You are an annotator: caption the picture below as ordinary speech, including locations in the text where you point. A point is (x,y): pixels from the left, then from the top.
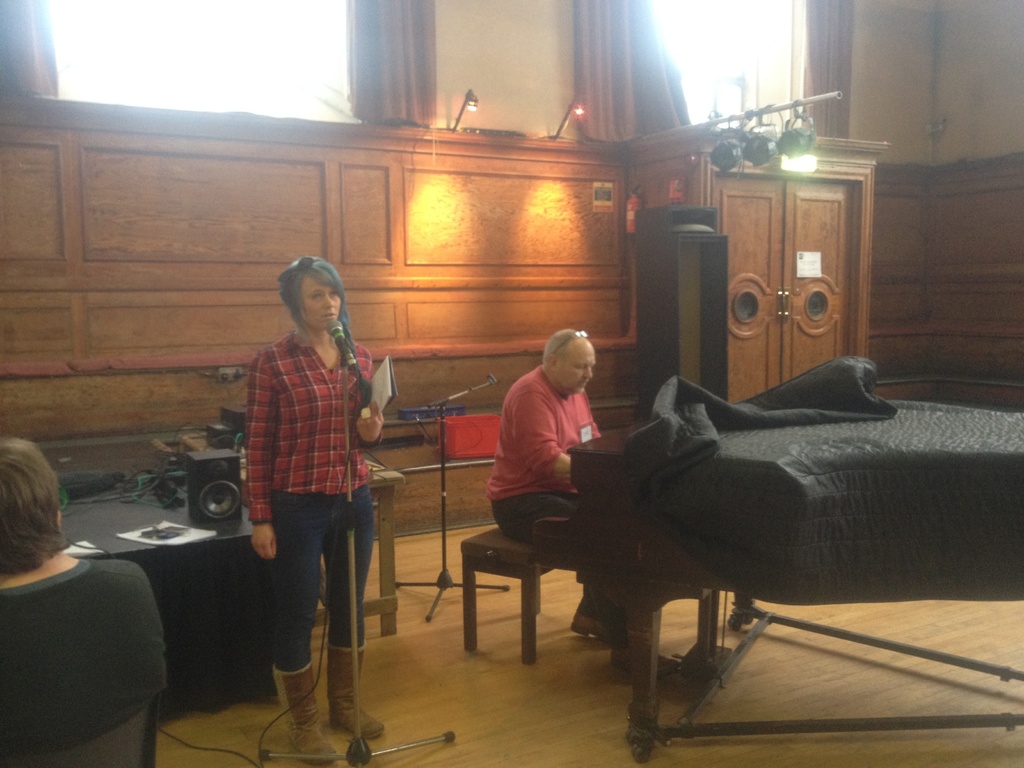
A lady (307,407) wearing a shirt (313,472), jeans (298,561), and boots (300,707) is holding a book (384,386) and talking. In front of her there is a mic (349,350) and mic stand (353,624). On the side a person (530,436) is sitting on the stool (498,539) and playing a piano (600,514). In the back (167,507) there is a table (151,550). On the table (108,518) there is a speaker (211,481). In the background (209,277) there is a wooden wall (483,210), cupboards (809,239), lights (792,169), curtains (627,72) and windows (242,33).
